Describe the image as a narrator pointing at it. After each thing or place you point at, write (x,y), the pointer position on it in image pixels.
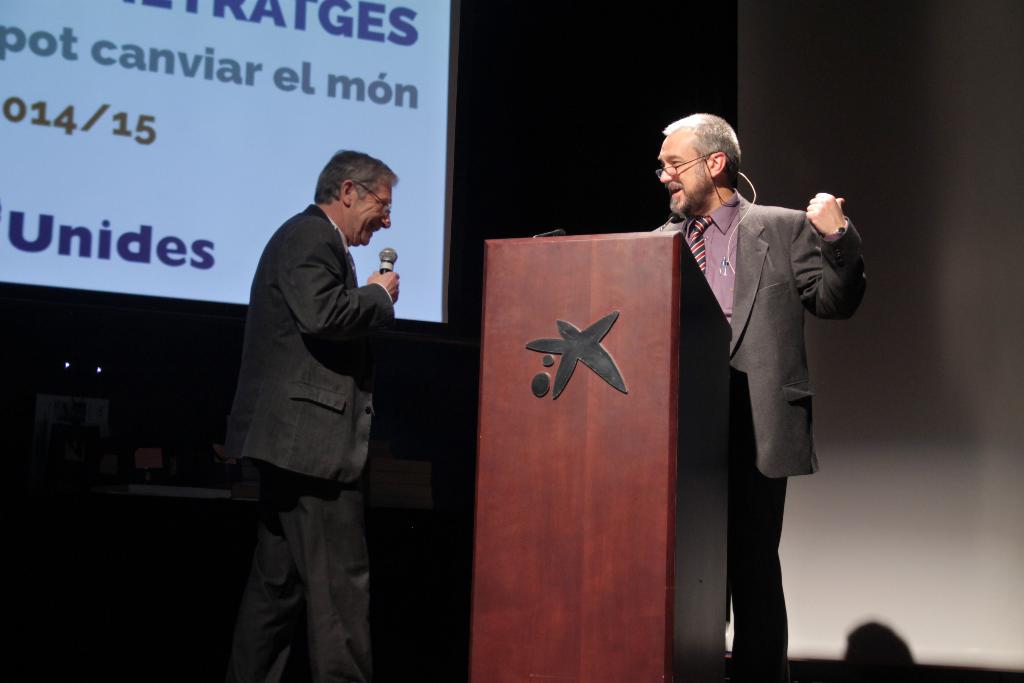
In this picture I can see in the middle (343,306) a man (348,384) is standing and also holding a microphone (391,267). Beside him there is another man (760,335) near the podium (660,373), both of them are laughing, on the left side (34,205) it looks like a projector screen (250,141).
